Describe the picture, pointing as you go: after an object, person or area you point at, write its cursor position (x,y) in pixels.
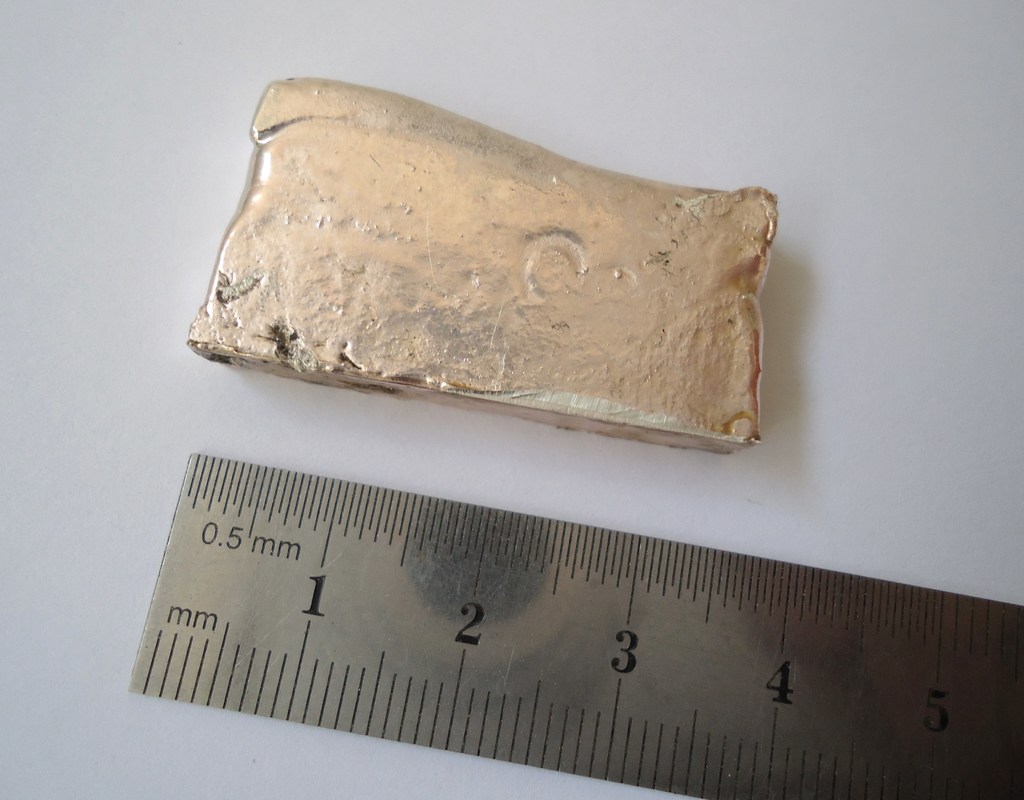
In this image, we can see an iron piece (390,350) and a scale (272,531) on the surface (122,503).
